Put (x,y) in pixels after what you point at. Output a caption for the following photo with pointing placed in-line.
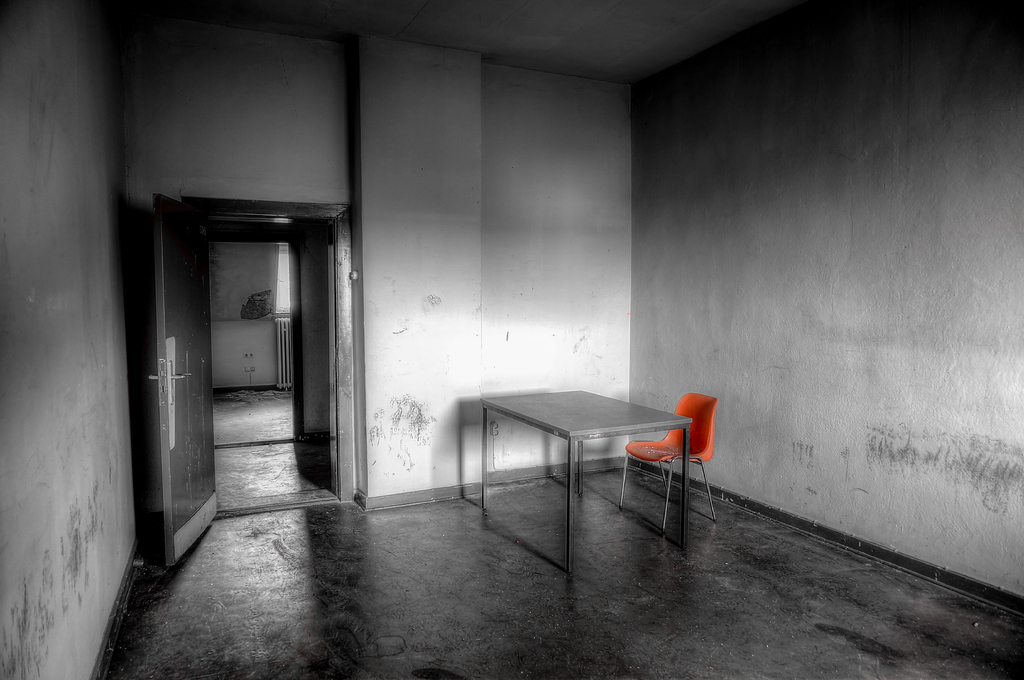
In this image we can see a table (685,426), a chair (674,446), walls (701,311), floor (436,640) and also a door (194,356) to access to the other rooms (247,370).
